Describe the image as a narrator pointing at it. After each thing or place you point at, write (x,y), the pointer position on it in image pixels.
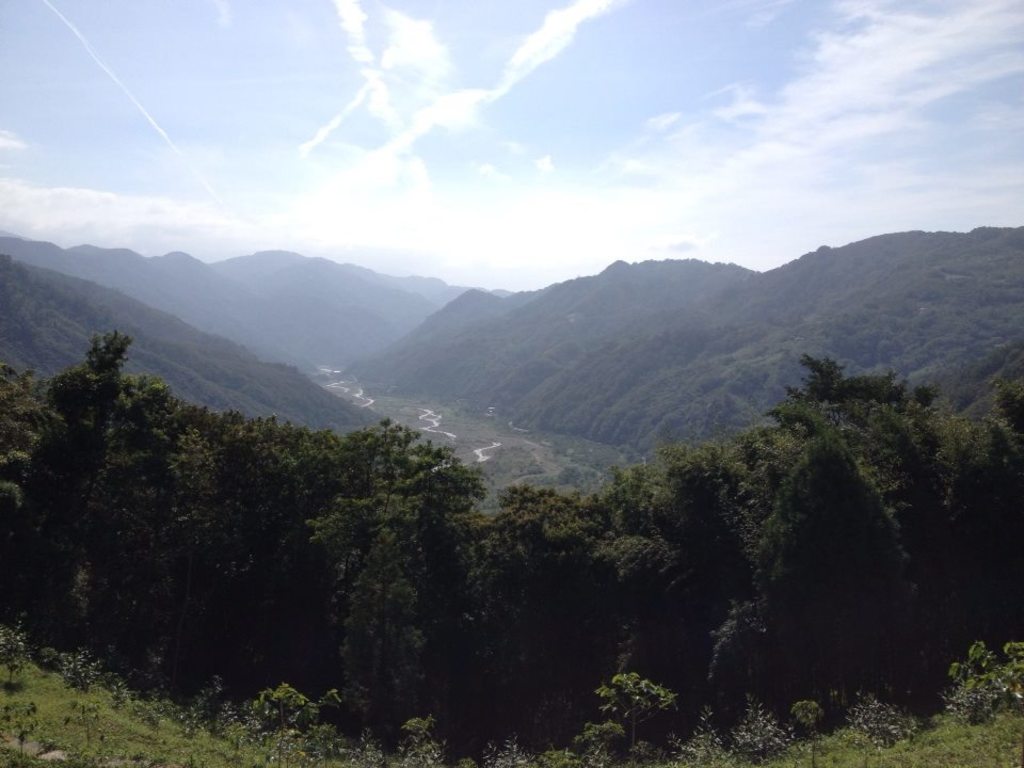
At the bottom of the picture (688,587), there are trees (950,625) and we even see grass (49,712). There are hills (447,387) in the background (652,335) and at the top of the picture (420,180), we see the sky (548,267).
